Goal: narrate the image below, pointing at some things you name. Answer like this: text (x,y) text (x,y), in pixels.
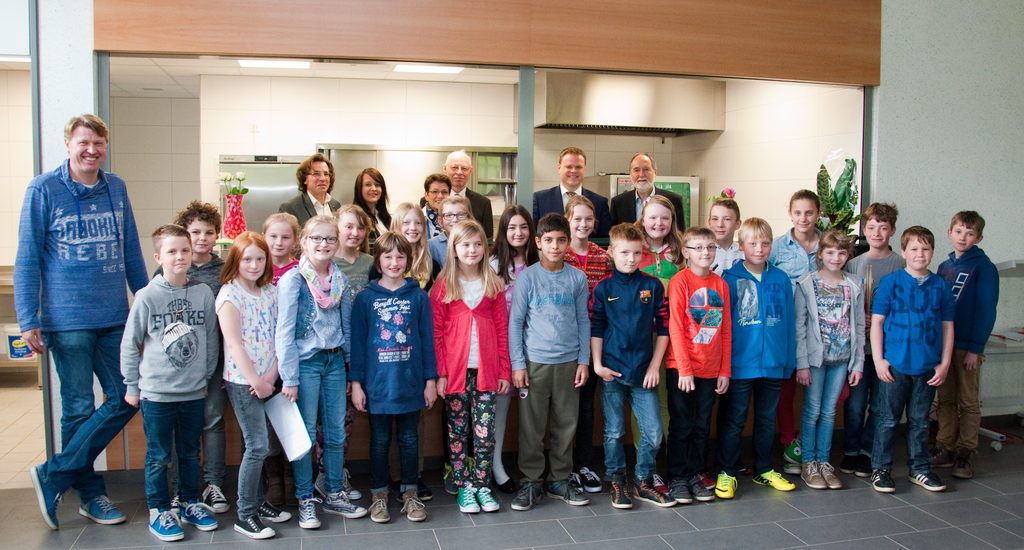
In the background (848,188) we can see a houseplant (826,190), objects (619,95), lights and flowers (229,171) in vases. In this picture we can see the people (974,216) are standing and all are smiling. At the bottom portion of the picture (678,515) we can see the floor (558,533).
